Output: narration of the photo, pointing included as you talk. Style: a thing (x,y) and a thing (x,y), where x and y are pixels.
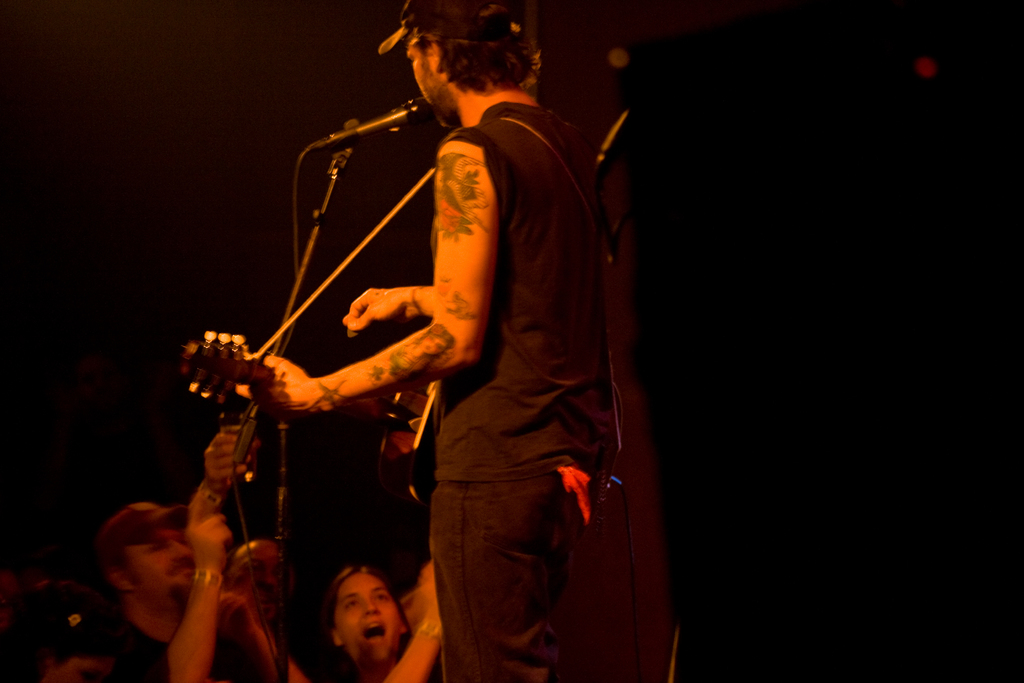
In this image we can see a person (490,456) wearing black T-shirt (486,418), cap (482,17) and holding a guitar (246,375) and standing near the mic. Here we can see a few more people (257,564) standing here. The background of the image (312,519) is dark.
